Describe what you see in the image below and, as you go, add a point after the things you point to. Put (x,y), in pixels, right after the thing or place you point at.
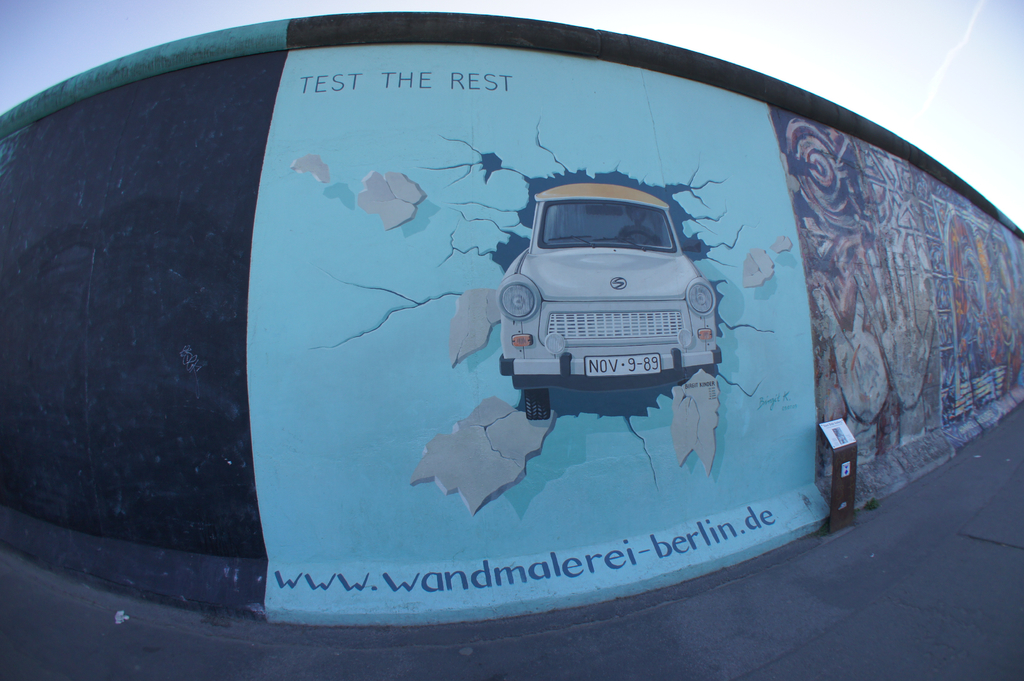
This is the zoom-in picture of the wall (317,365), on which paintings (697,276) are there. One painting (650,322) is of car (638,322) with some text (427,72) written and the other one is multiple color painting (888,316). And in front of the wall (568,431) one road (898,571) is there and one stand (850,472) is present.
